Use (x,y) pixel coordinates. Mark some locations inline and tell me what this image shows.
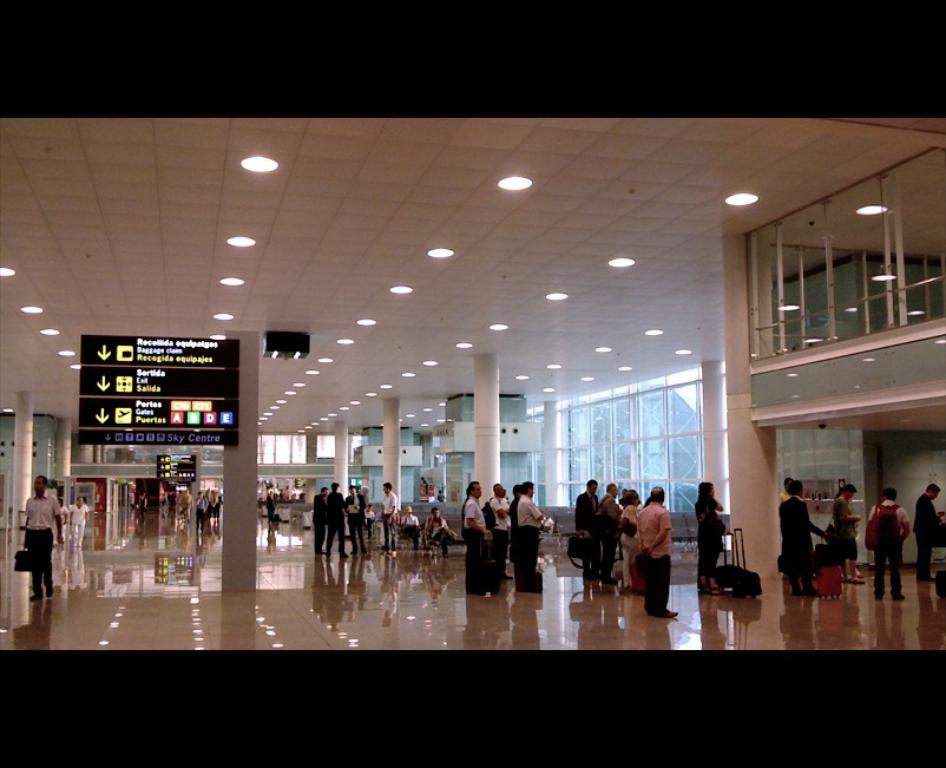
In this image there are group of persons (707,542) standing and sitting. In the left side (133,405) there is a board (150,394) with some text (159,385) written, and there are pillars (340,464). On the right side (641,459) there is a window (631,443). On the top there are lights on the roof (344,373).
